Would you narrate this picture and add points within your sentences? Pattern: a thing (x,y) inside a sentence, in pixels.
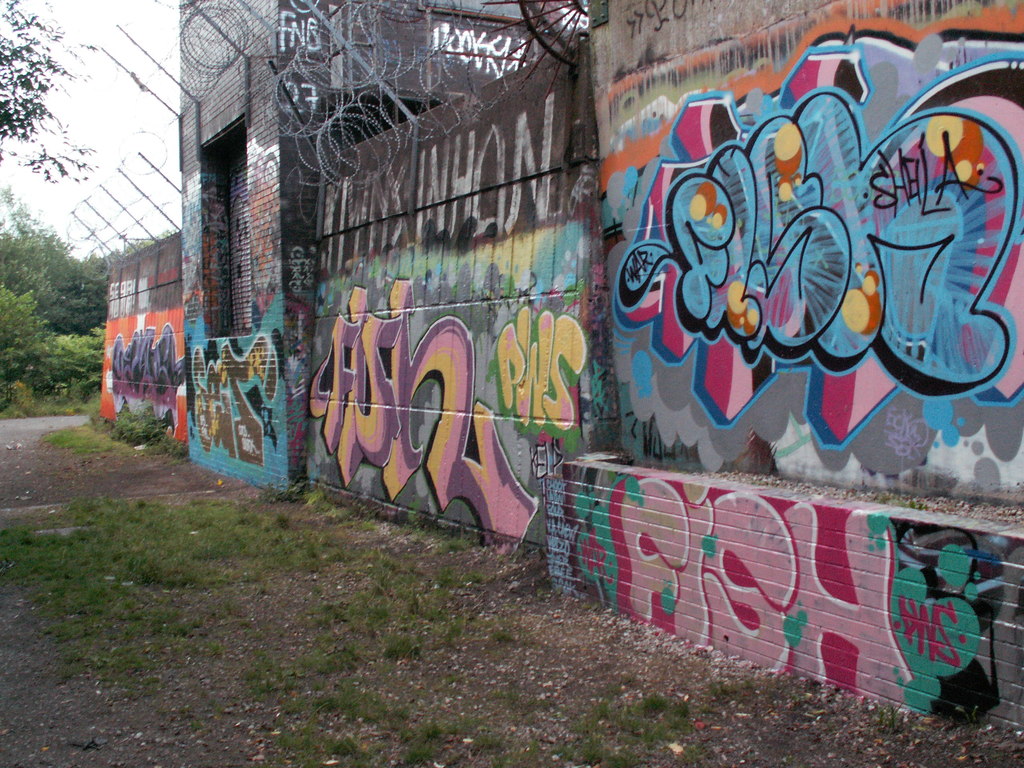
In this image we can see a building (304,255) and the wall (412,359), also we can see some painting (549,401), there are some trees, poles (340,36), grass (141,592) and fence (128,72), in the background (94,44) we can see the sky (123,131).
